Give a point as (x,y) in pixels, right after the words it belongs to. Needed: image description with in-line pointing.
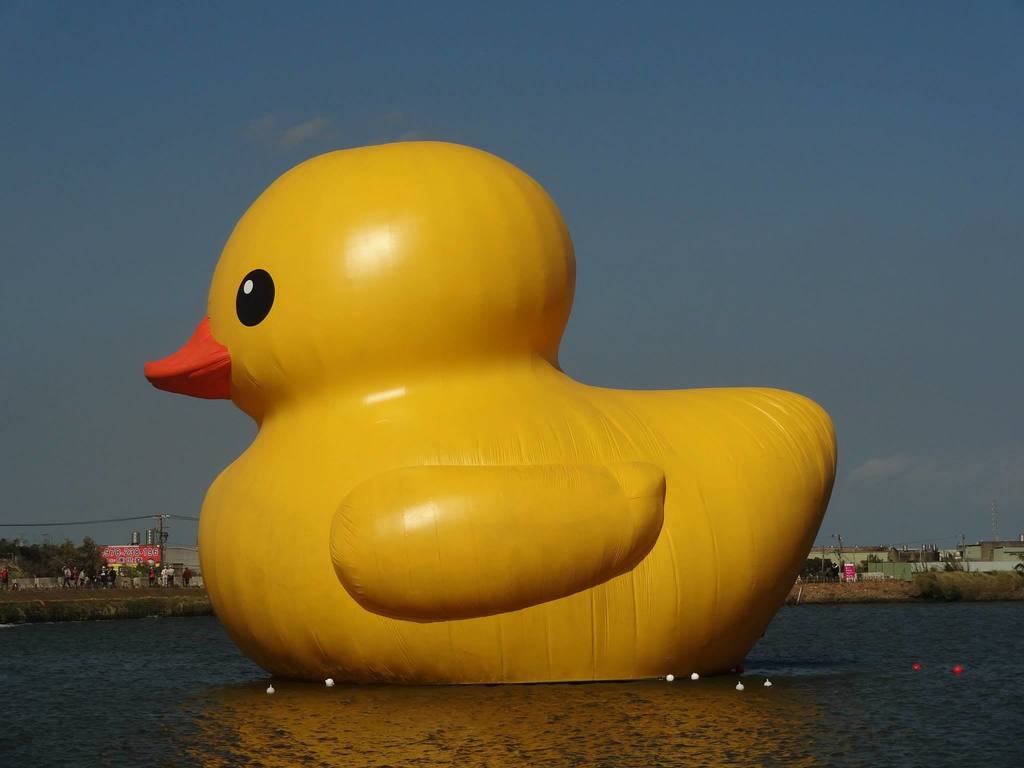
In the image we can see there is a huge gas balloon (483,434) of duck (384,496), behind there are buildings (199,568) and there are trees (21,565). There is a clear sky (732,136).
